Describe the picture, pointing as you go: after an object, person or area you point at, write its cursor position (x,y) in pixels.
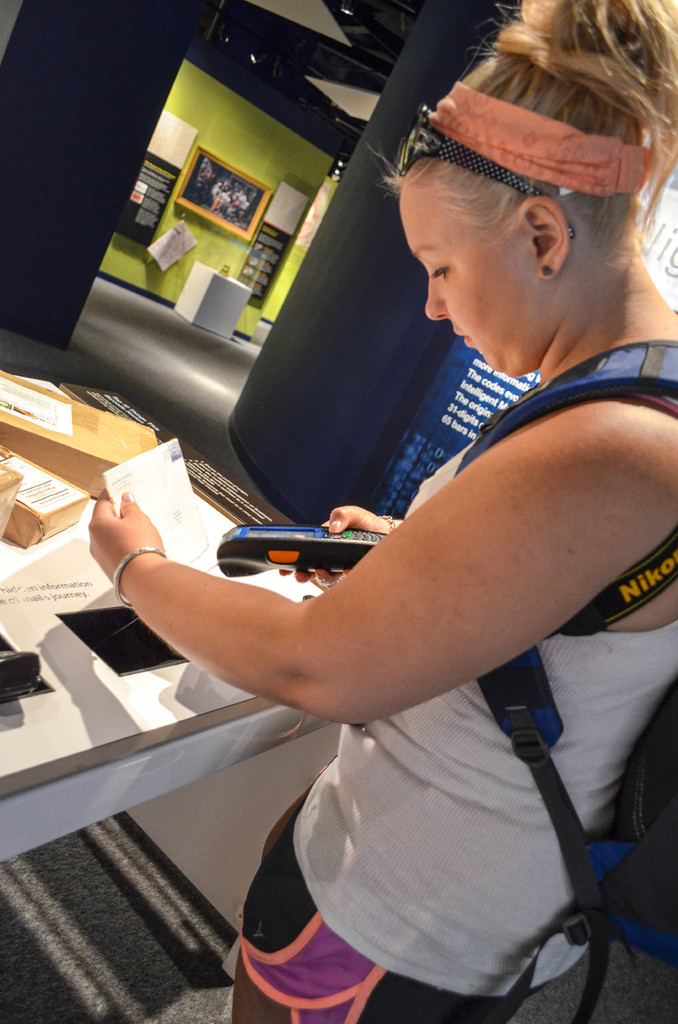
The woman (392,648) in white T-shirt (366,767) is holding a RFID card reader (324,542) in one of her hands (338,520). In the other hand (113,517), she is holding the paper (175,517). In front of her, we see a white table (97,680) on which carton boxes (41,521) and papers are placed. Beside her, we see a blue color board (432,403) with some text (461,412) written on it. In the background (215,317), we see a stool (211,282) and a wall (141,268) in green color on which photo frame (217,177) many posters (274,233) are placed.
